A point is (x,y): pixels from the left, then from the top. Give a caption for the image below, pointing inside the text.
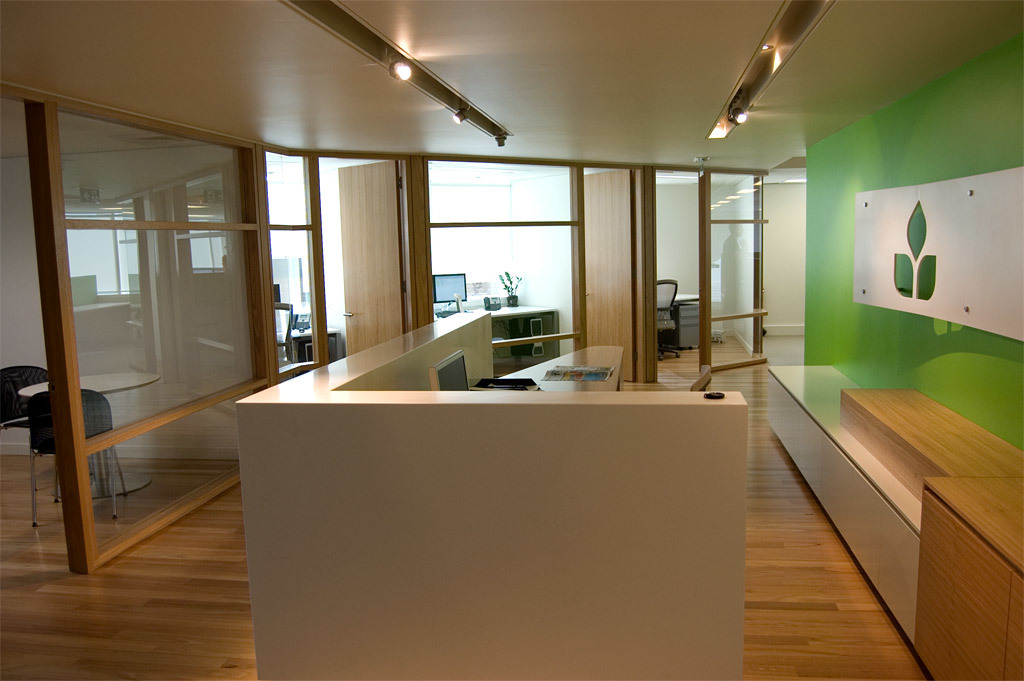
In the image there are cabins (422,308), computers (454,356), rooms (82,287), glasses (102,412) and on the right side (922,573) there is a wooden bench (852,401), behind the bench (785,376) there is a wall (982,424).
